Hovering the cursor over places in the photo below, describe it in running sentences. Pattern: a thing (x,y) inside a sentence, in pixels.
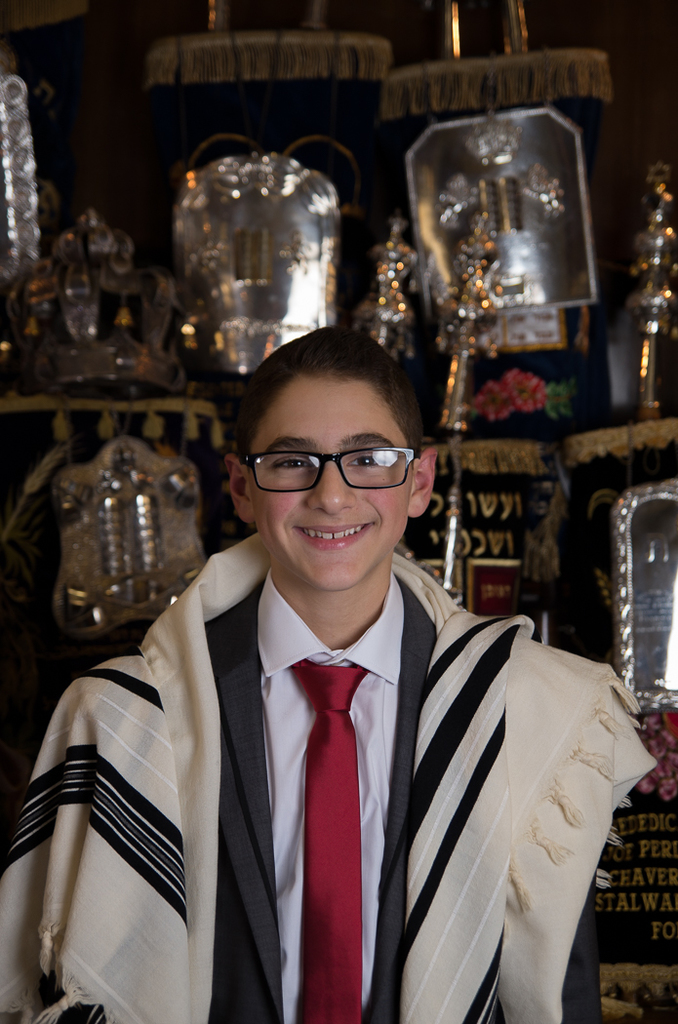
In this image I can see the person (239,739) wearing the black, white, red and cream color dress (250,815). In the background (224,302) I can see some objects (245,322) which are in silver color.
